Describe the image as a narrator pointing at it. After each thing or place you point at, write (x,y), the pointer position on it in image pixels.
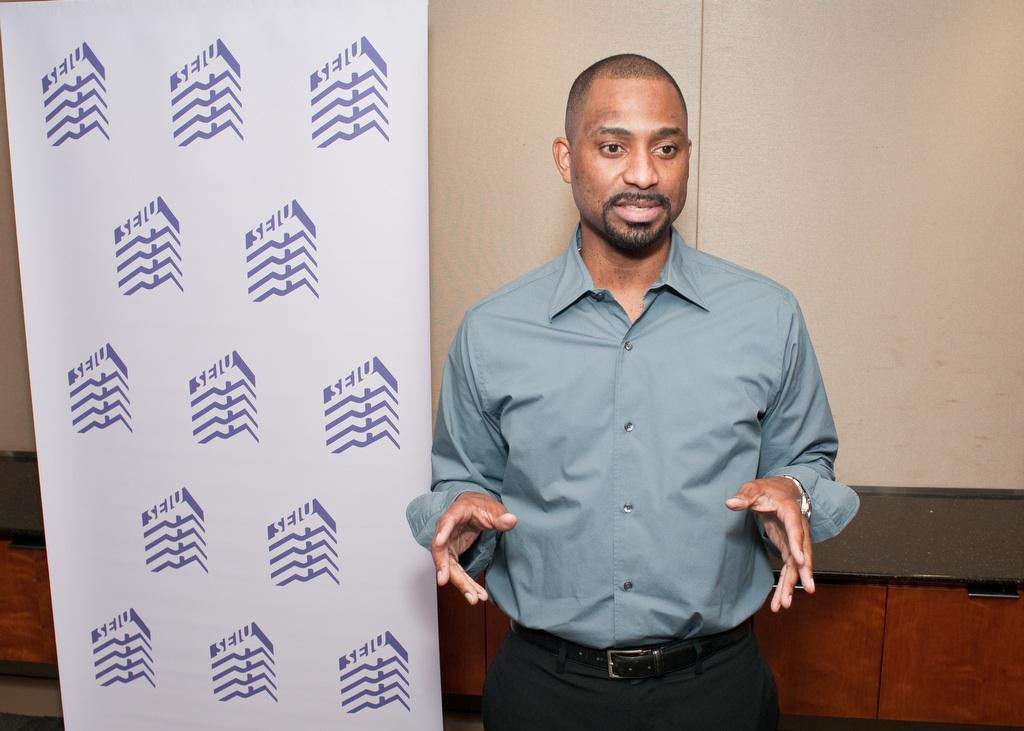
In this image I can see a man (585,392) is standing and I can see he is wearing shirt (596,498), black belt (607,671) and pant (605,691). Here I can see a white board (58,307) and on it I can see something is written at few places.
